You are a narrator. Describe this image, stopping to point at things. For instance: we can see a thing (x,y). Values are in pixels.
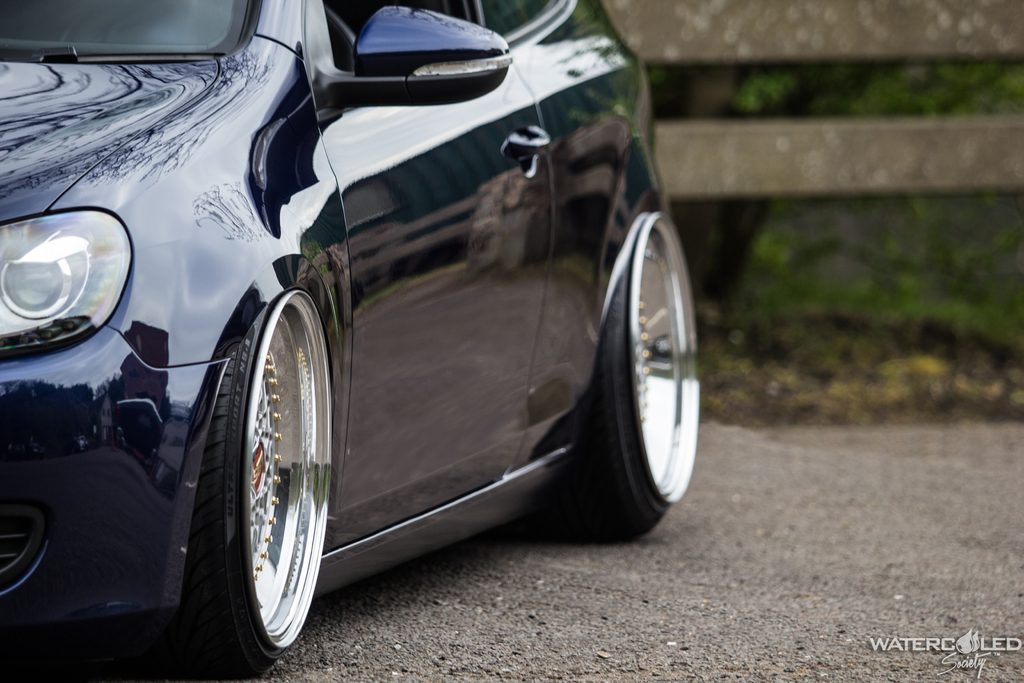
In this picture we can see a car (433,284), at the right bottom of the image (961,641) we can see a watermark (972,635), in the background (892,264) we can see few trees (884,246).
